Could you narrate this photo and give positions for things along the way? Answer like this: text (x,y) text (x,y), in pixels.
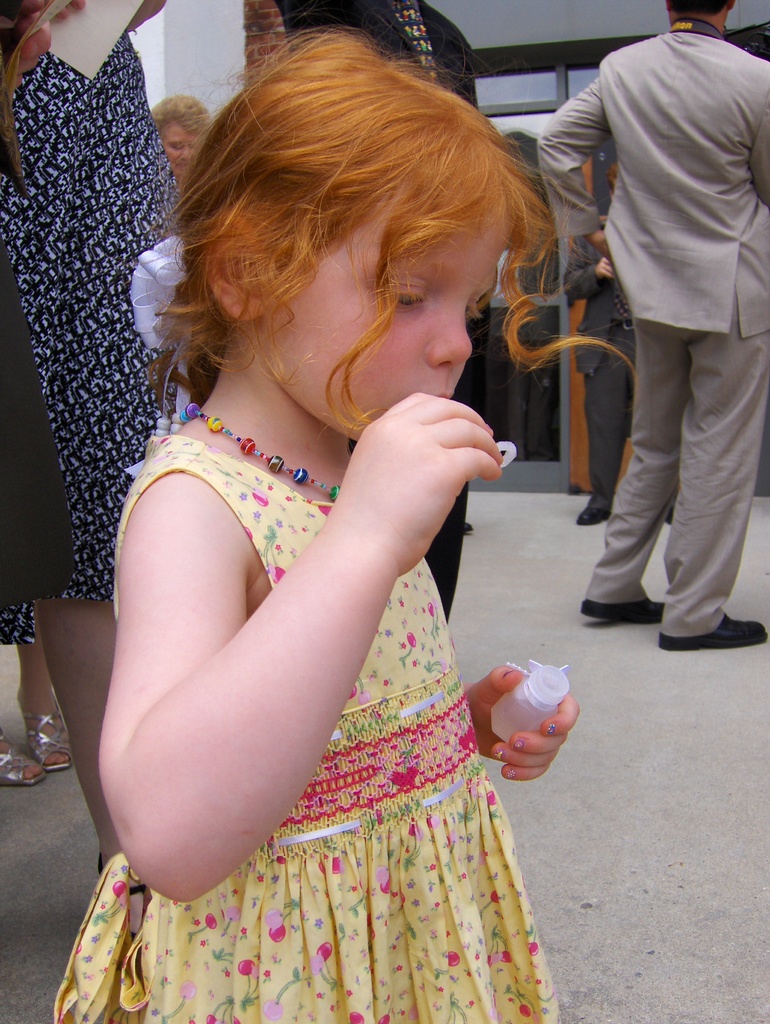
In this picture we can see a girl (208,716) holding a bottle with her hand (513,778). There are few people (747,636) standing on the floor (639,639). In the background (523,434) we can see wall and glass (551,317).
